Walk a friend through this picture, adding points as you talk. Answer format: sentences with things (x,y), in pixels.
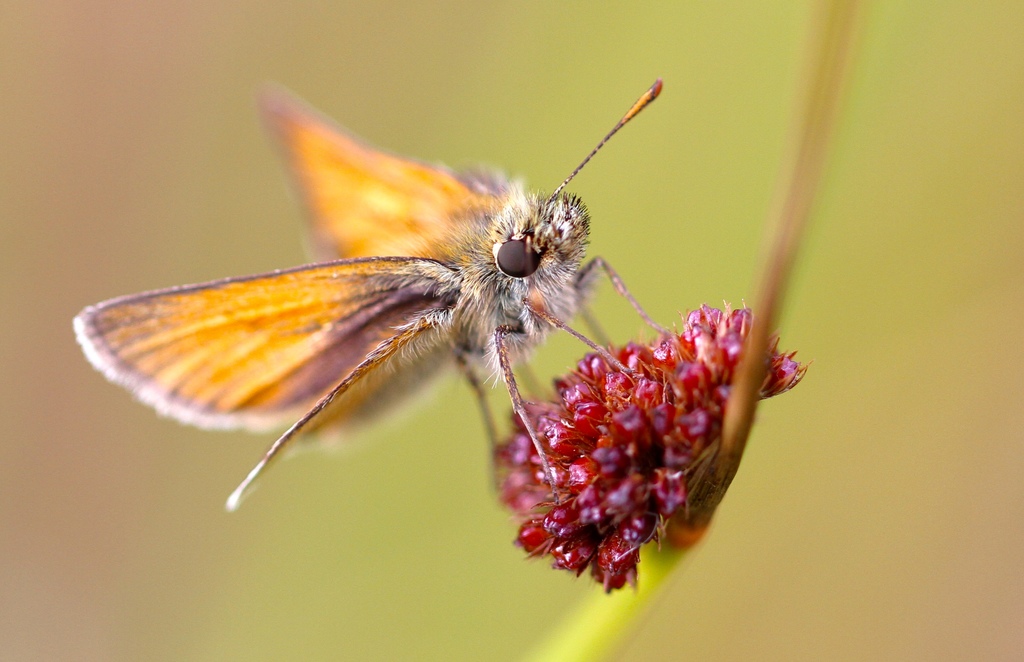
In this image we can see an insect (473,348) on a flower (580,437). The background (858,576) is blurred.
